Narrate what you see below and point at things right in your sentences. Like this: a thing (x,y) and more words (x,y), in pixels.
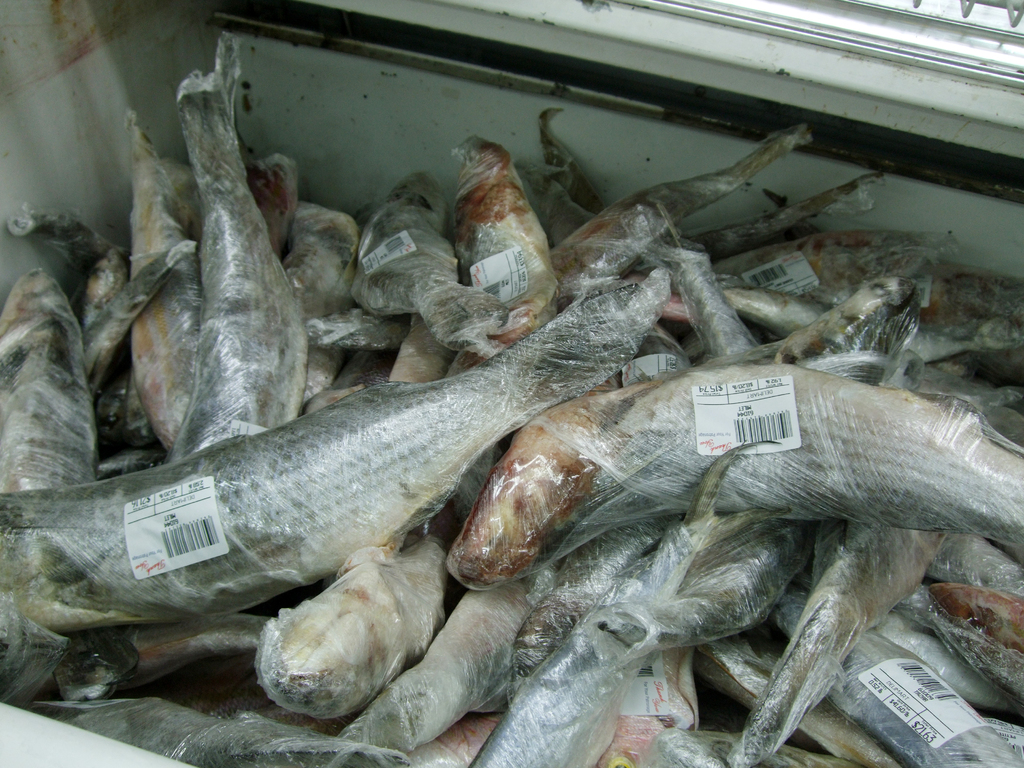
In this image we can see a group of fishes (517,502) and there are covered with plastic covers (556,498). On the covers (431,467) we can see the labels (780,406) with text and barcodes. All the fishes (492,428) are placed in a box (609,205).
